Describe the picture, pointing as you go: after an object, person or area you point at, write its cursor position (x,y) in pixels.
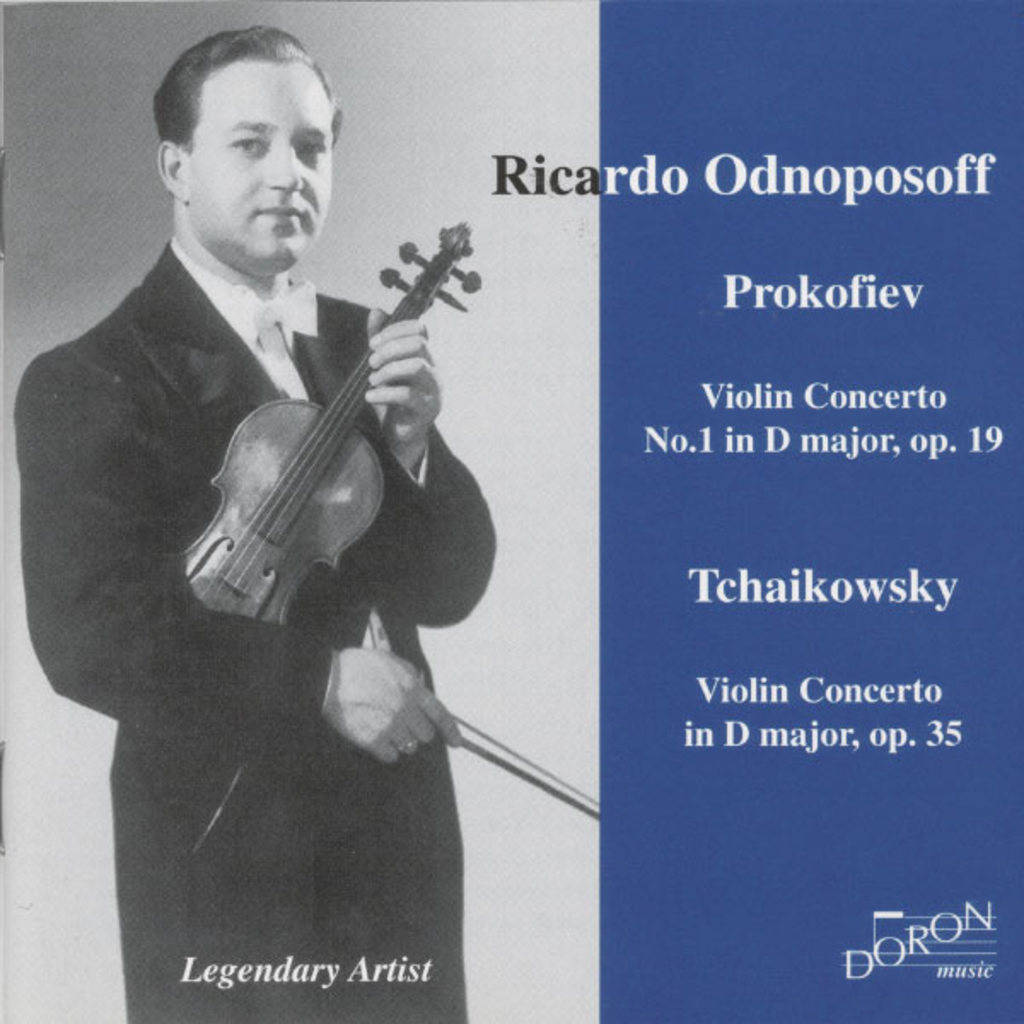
In this image there is an old poster (240,373) with a person (356,673) holding a violin (276,523) in his hand (406,397), beside the person (389,364) there is some text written on it.
